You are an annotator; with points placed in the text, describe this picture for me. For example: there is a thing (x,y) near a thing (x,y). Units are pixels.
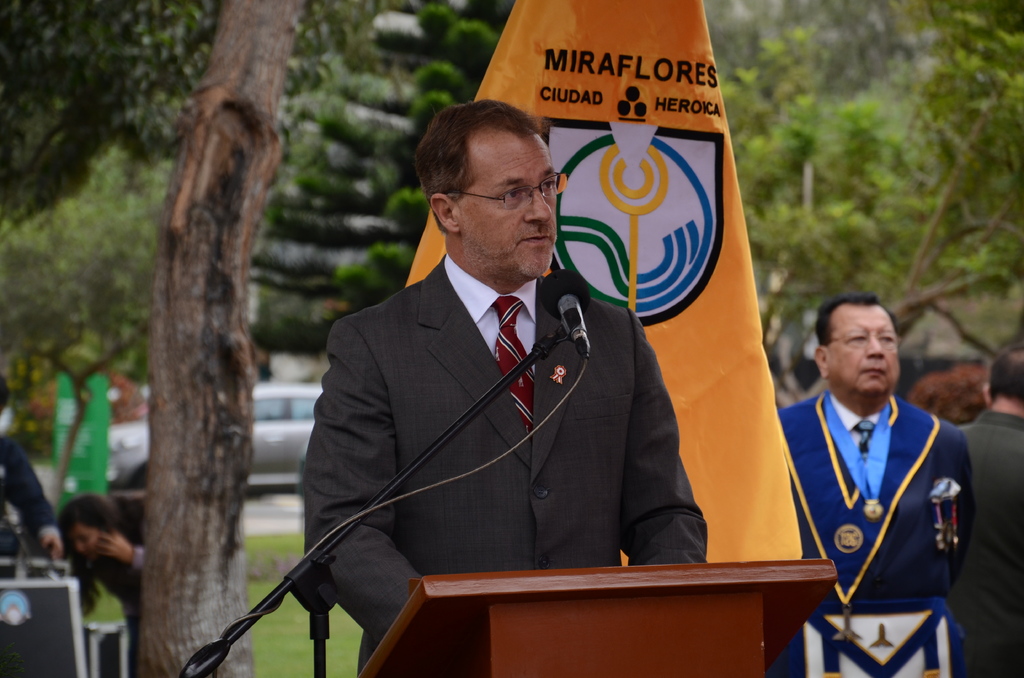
This image is clicked outside. There is a podium (575,610) at the bottom (435,673). There is mic (516,366) in the middle (468,416). There is a person (347,437) standing near the podium (398,657). There is a flag (589,180) behind him. There are trees (158,104) at the top (207,226). There are some persons (992,523) on the left side (64,567) and right side (990,508).
